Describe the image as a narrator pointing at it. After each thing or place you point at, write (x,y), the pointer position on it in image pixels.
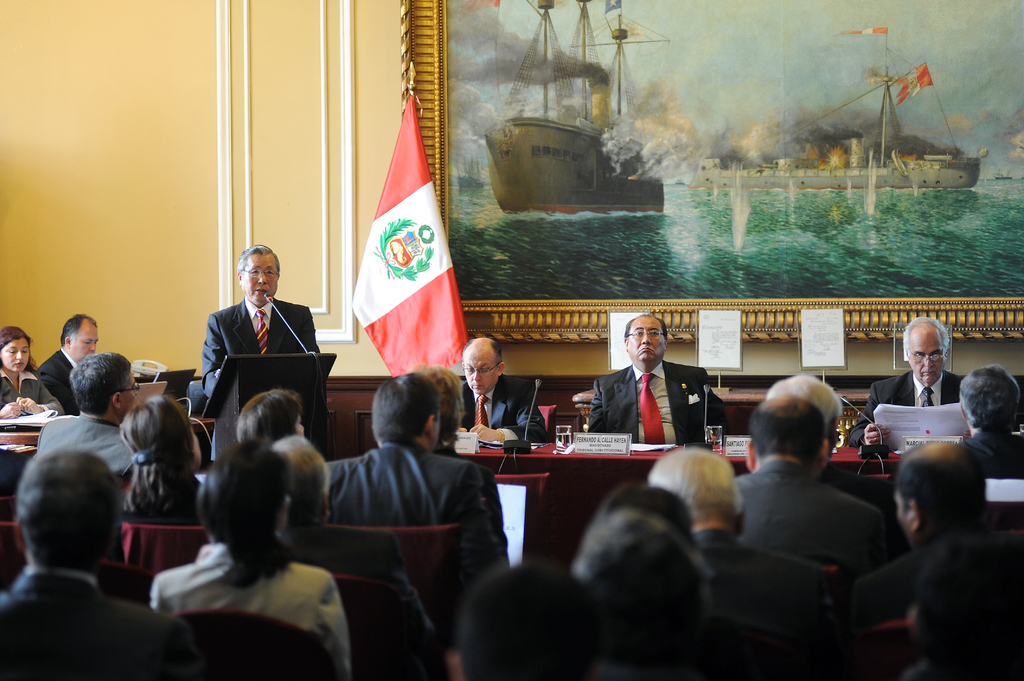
In this image there are group of persons (220,459) sitting and standing. In the background (810,196) there is a frame (742,204) on the wall (362,225) and in front of the wall (362,209) there is a flag (405,252) which is red and white in colour. On the left side (269,350) in the center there is a man (264,338) standing and in front of the man (277,348) there is a podium (279,360) and a mic (295,332).
